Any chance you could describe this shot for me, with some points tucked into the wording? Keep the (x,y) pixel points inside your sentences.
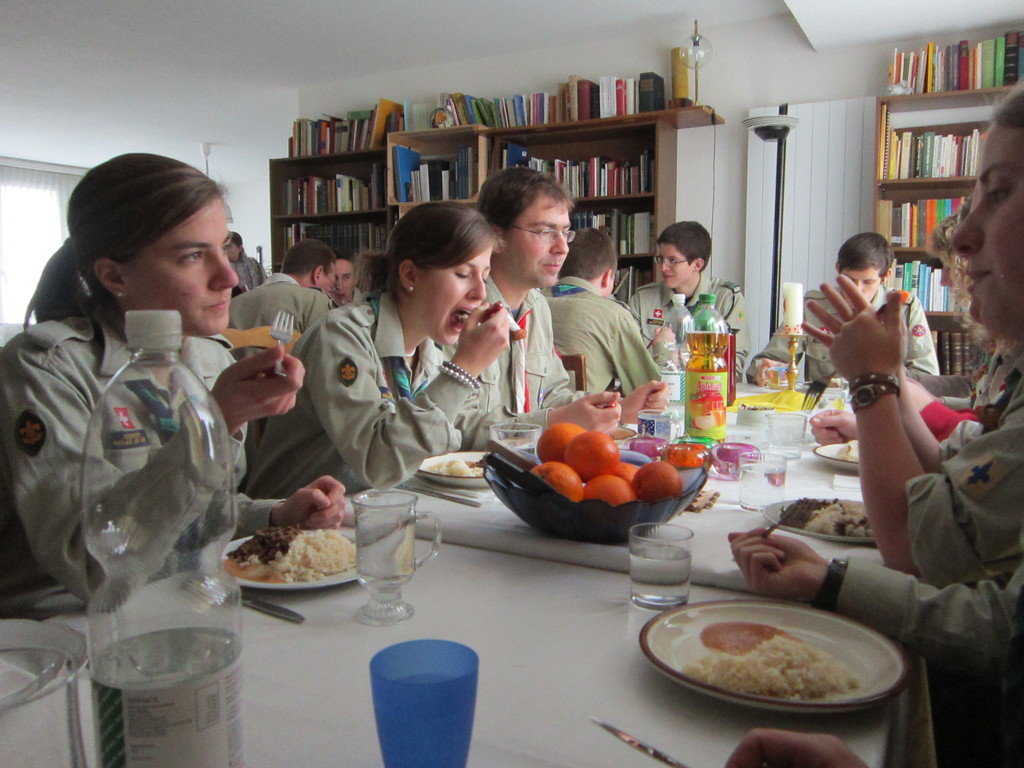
In the image in the center (404,344) we can see few people (789,572) were sitting on the chair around the table (542,596) and they were holding some objects (775,526). On the table (603,589), we can see plates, glasses (638,579), bowls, tissue papers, bottles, fruits (605,458), some food items (480,471) and few other objects (641,432). In the background (312,123) there is a wall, roof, bulb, lamp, window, curtain (28,205), rails (645,119), books (627,183) and few people (485,198) were sitting on the chair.
